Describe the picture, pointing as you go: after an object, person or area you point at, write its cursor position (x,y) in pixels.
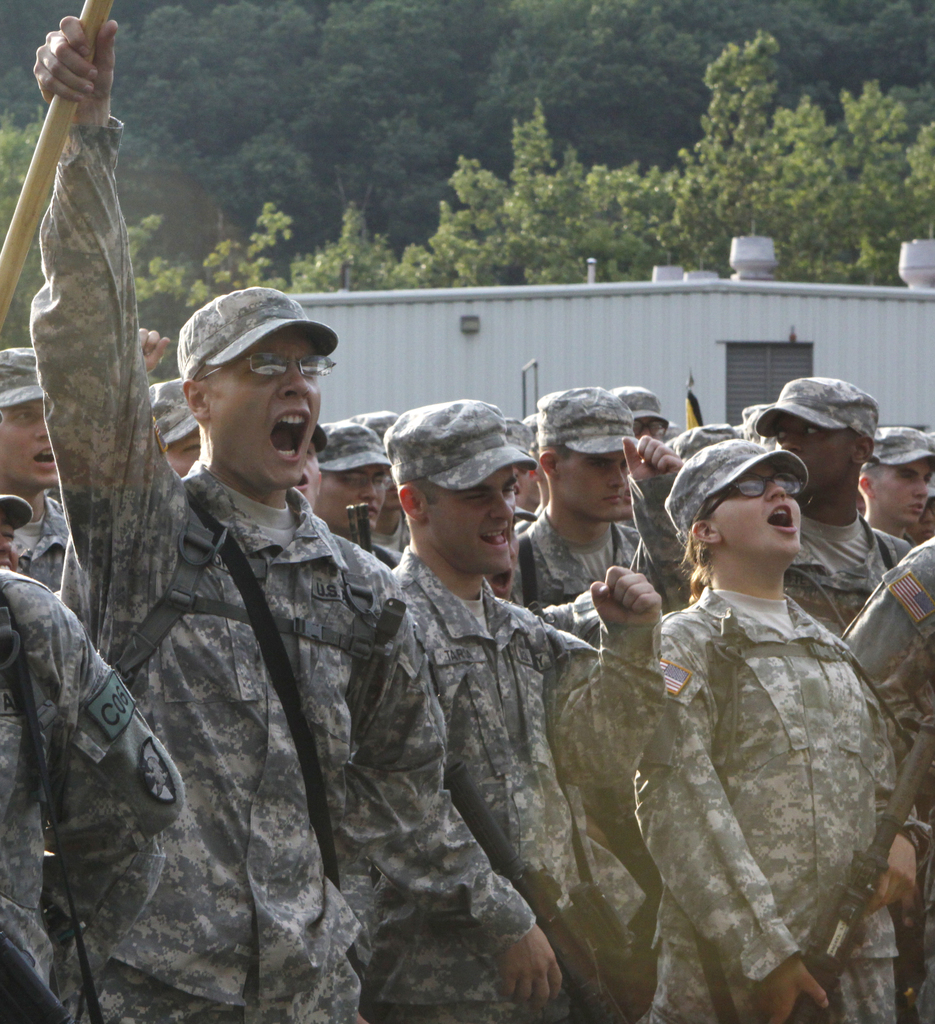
In this image we can see a group of people (882,635) wearing military dress (780,676) and caps (709,489) is standing. One person (279,445) is holding a stick (62,119) in his hand (62,98). One woman (754,664) is holding a gun (873,865) in her hands (819,990). In the background (399,341), we can see the building (902,353) with door (759,389), some objects (736,265) on the roof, a flag (688,414) and group of trees (558,131).
